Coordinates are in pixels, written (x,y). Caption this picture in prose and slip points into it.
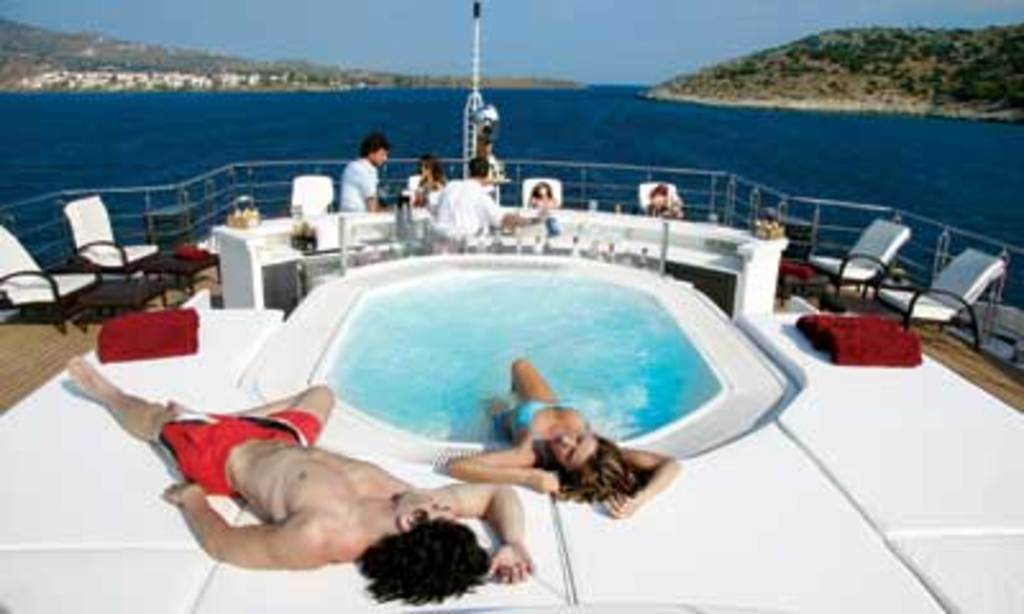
There is a person (302,487) in red color short (222,430), laying on the white color floor (108,481) near a woman (539,412) who is keeping legs (539,378) in swimming pool (473,338) and laying on the floor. In the background (671,212), there are persons (469,199), some of them are sitting on chairs (534,183), there are chairs (410,183) arranged on the floor (993,359), there is fencing (683,201), there is water (546,173) of a sea (577,103), there are mountains (85,39), there are buildings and there is blue sky (394,6).
